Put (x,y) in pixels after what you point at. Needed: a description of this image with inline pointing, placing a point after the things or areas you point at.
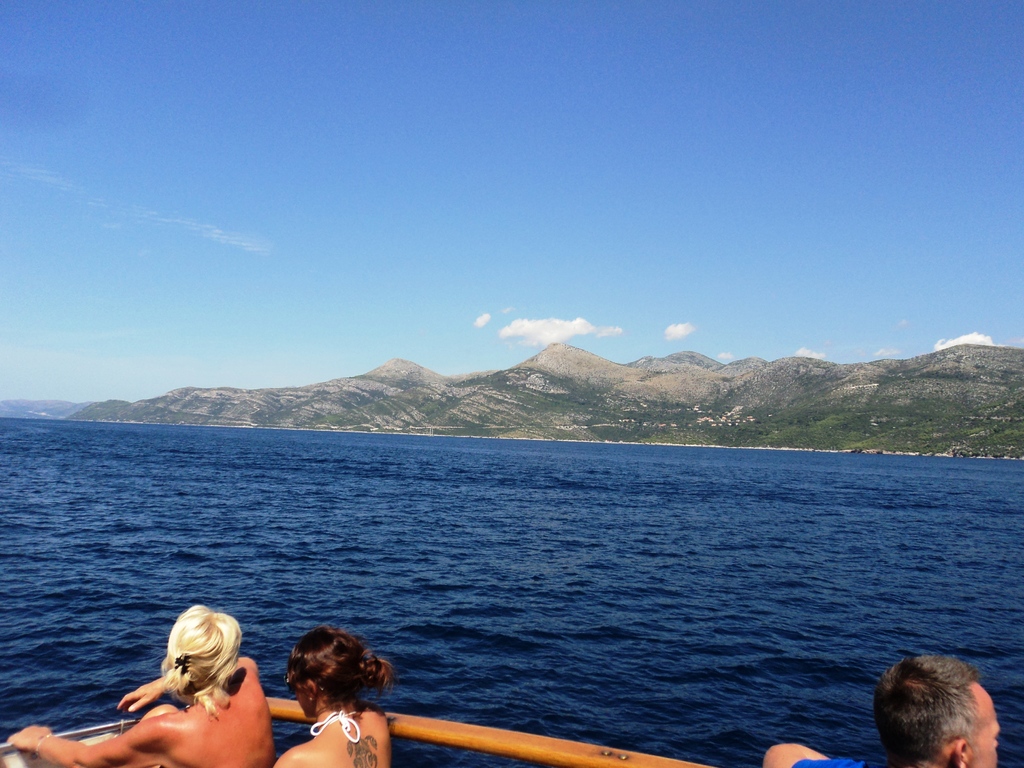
In the foreground of the picture (939,744) there are people (232,737) standing near the railing (490,729). In the center of the picture (547,447) there are hills (470,399) and water (527,531). Sky (357,217) is clear and it is sunny.
